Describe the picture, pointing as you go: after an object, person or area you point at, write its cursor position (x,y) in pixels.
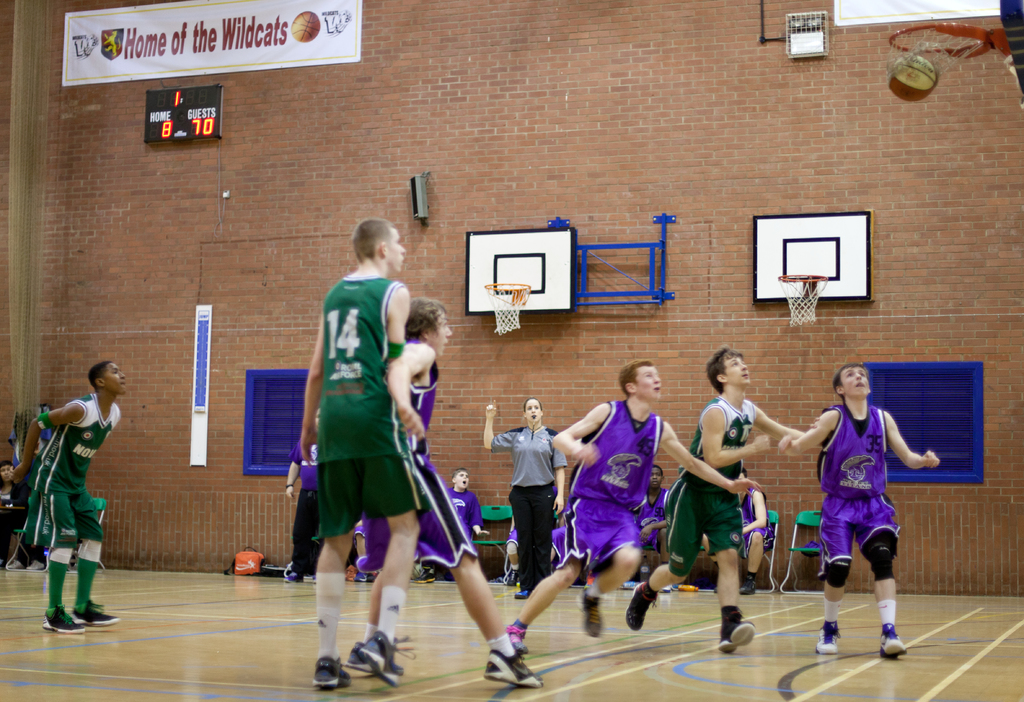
In this image, we can see some boys (869,469) playing the basketball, in the background (270,79) there is a brick wall (700,295).
